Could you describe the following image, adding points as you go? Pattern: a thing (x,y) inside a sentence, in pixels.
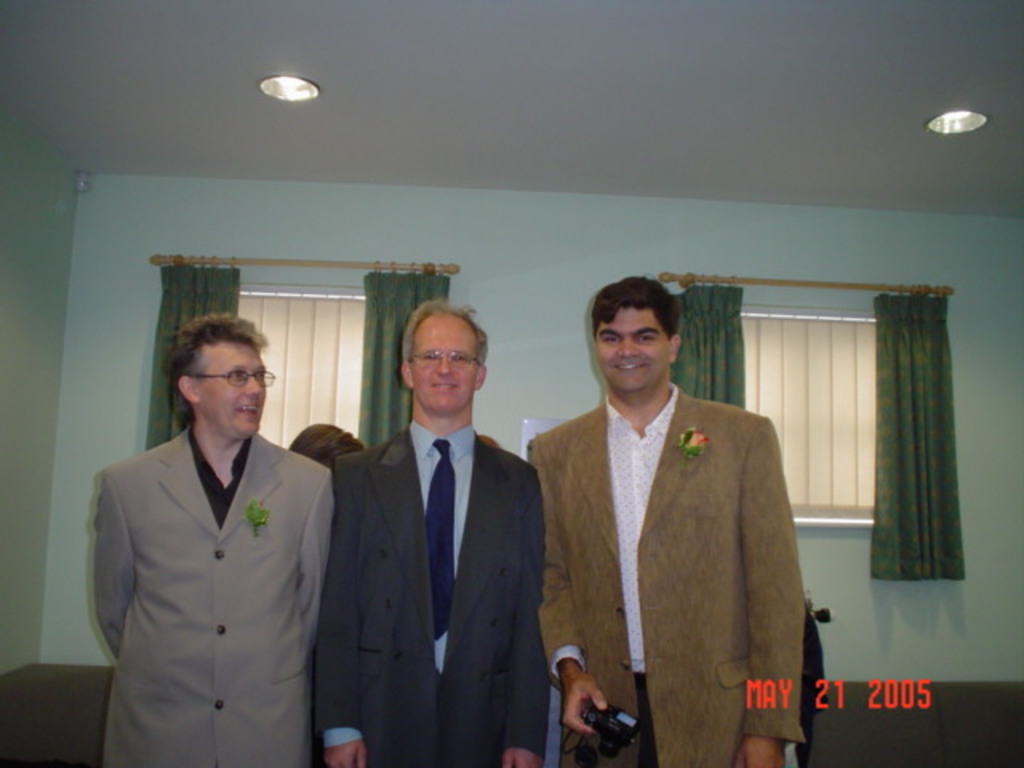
In this image, we can see three persons (477,546) wearing clothes (235,586). There are windows (785,386) in the middle of the image (372,285) contains curtains (442,288). There are lights (279,90) on the ceiling (878,131) which is at the top of the image (675,125).
